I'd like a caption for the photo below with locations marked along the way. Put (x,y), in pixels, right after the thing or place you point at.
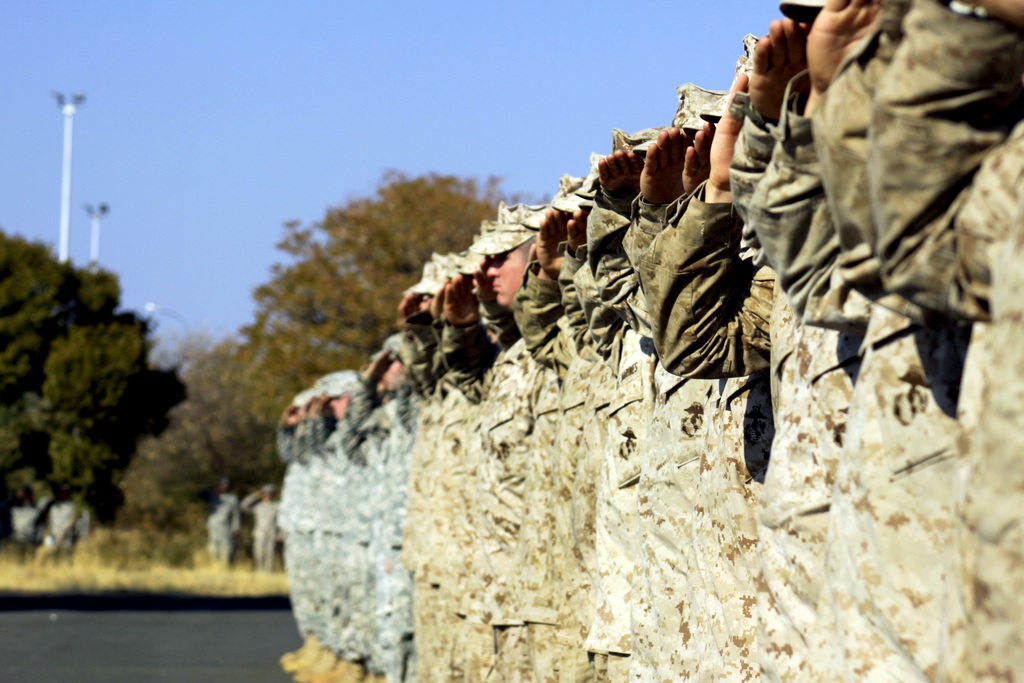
In this image we can see men (458,576) standing on the road (260,640) in the same position. In the background (333,109) we can see sky (266,175), trees (178,347) and poles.
